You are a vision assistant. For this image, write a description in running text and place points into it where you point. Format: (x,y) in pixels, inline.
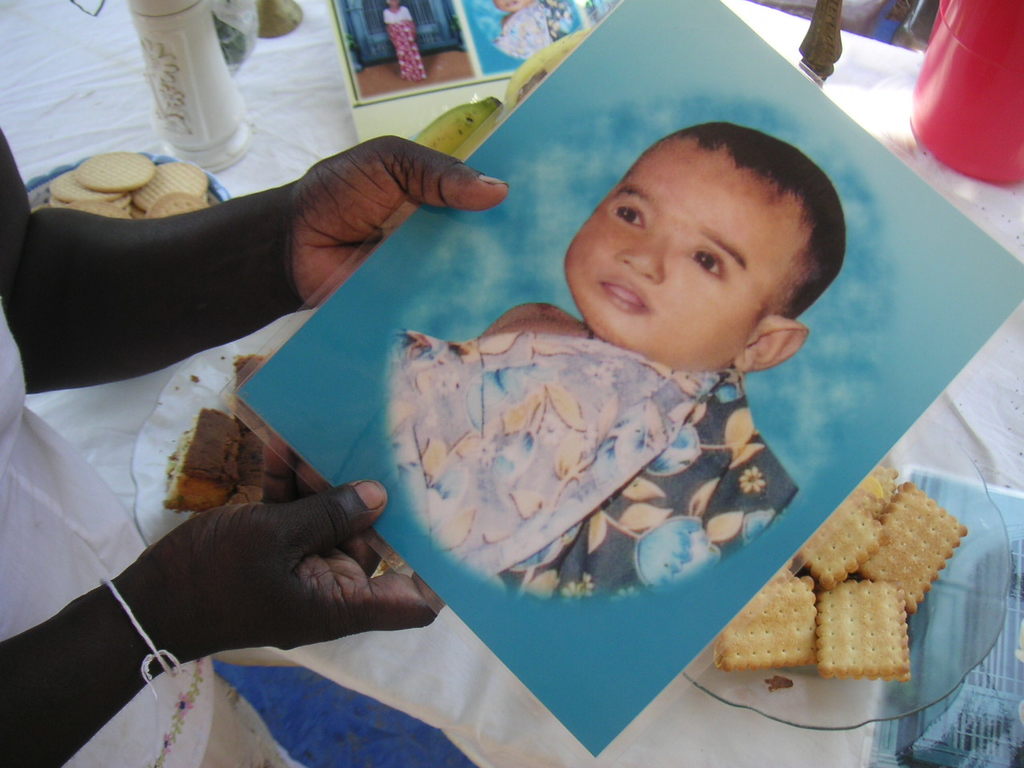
In the center of the picture (366,299) there is a photograph (579,319). On the left (54,655) there is a person (195,607). In the center of the picture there is a table (399,656), on the table (119,127) there are plates (153,155), biscuits (128,190), cake (206,463), jug (961,72), banana (537,81) and other objects (1012,86).
